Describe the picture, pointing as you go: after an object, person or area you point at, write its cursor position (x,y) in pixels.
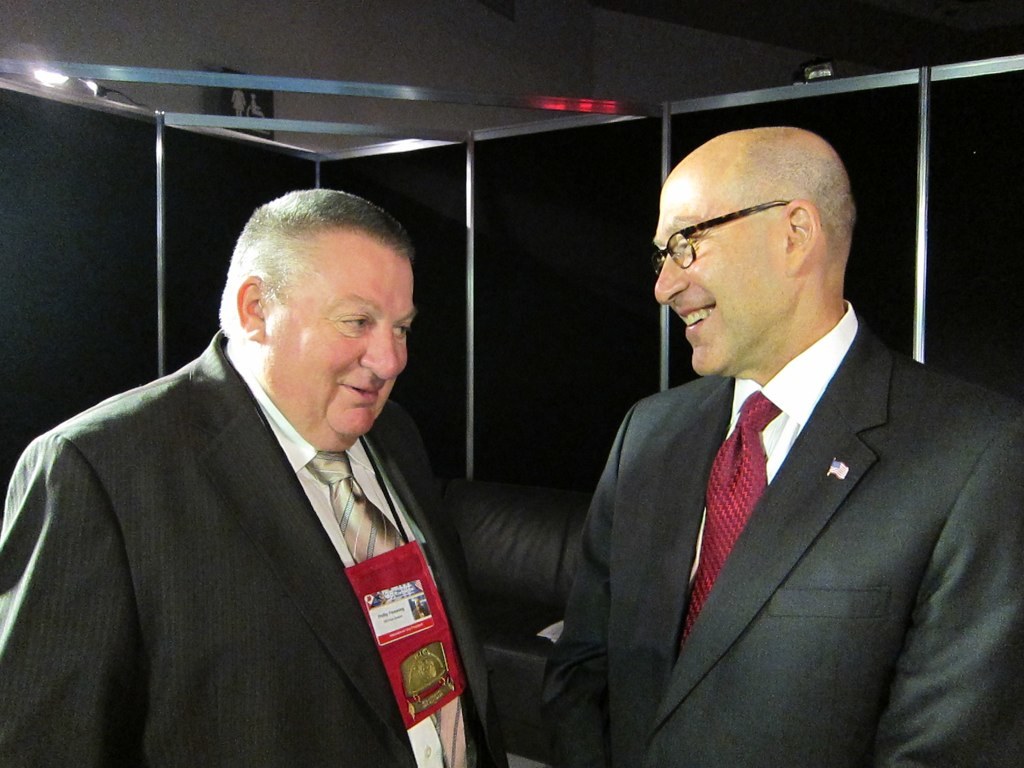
This picture shows a couple of men (904,666) standing and we see a man (291,549) wore a ID card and another man (672,251) wore spectacles (672,251) and we see smile (365,375) on their faces (343,341), Both of them wore coats (318,673) and ties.
